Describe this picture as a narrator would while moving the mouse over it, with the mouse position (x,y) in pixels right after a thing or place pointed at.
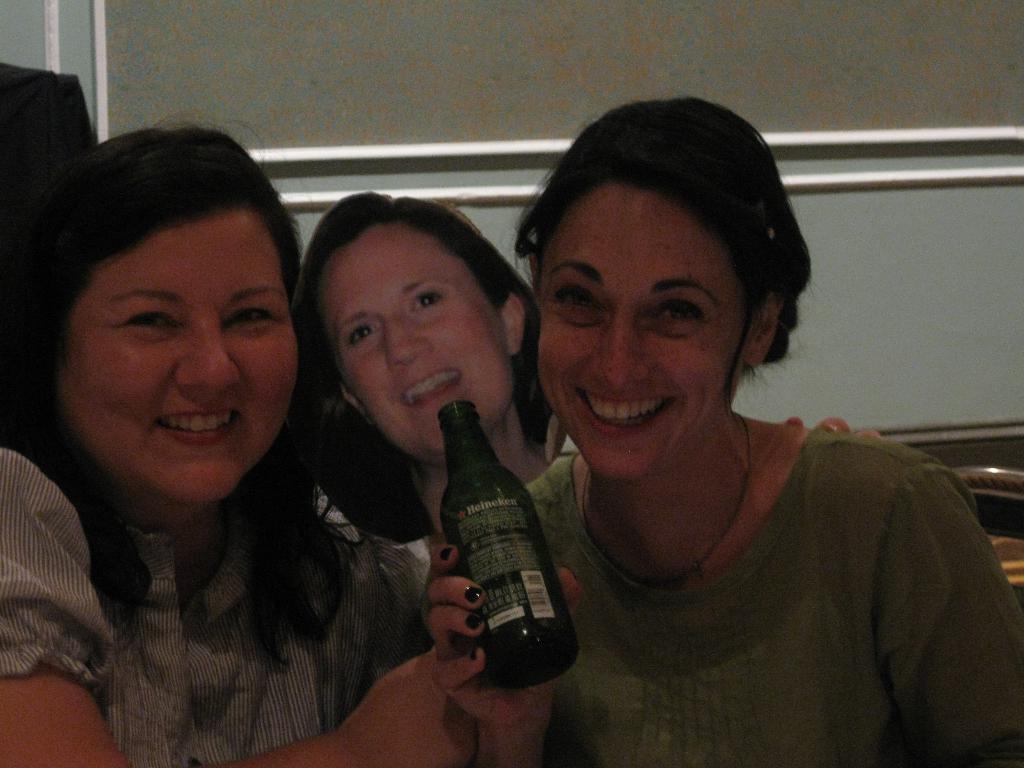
In this image, there are a few people (565,256). Among them, a person (459,591) is holding a bottle (478,601). In the background (439,175), we can see the wall (456,145). We can also see an object (66,121) on the left (66,114) and an object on the right (964,477).
